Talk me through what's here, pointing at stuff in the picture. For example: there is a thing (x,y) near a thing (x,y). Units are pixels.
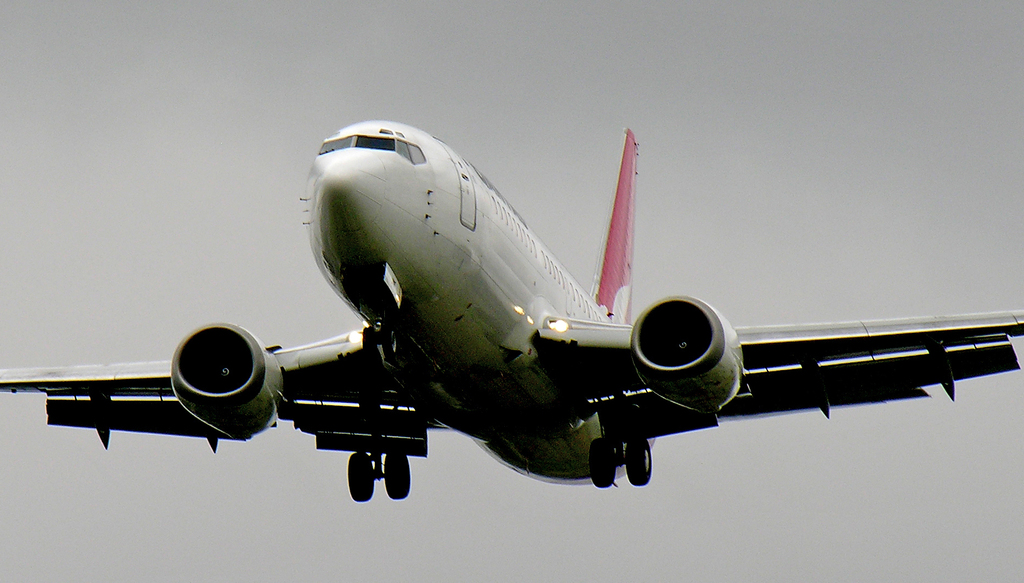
This image consists of a plane (534,351) in white color. It is in the air (588,260). In the background (729,115), we can see a sky (37,182).
